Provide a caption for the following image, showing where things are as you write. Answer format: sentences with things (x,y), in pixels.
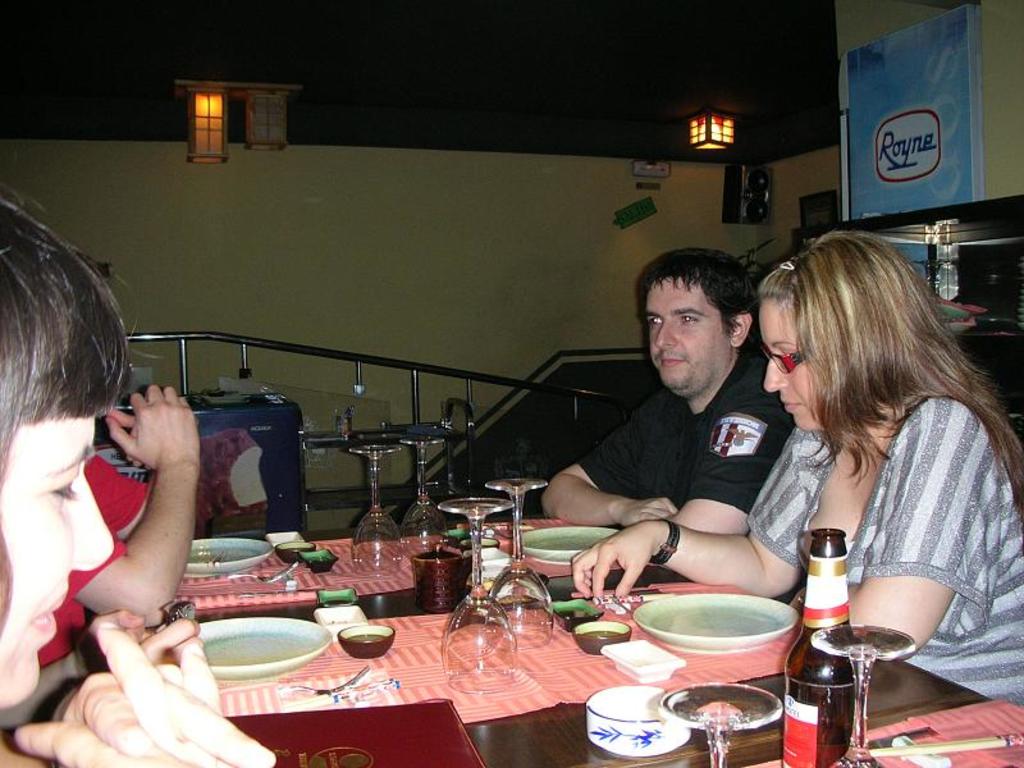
Four person (141,575) are sitting around a table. On the table (491,686) there are mat (433,632), glasses (520,623), plates (701,650), bowls (377,639), menu card (381,735) are there. In the background (307,331) there is a wall (448,230). There are lights (704,149) in the ceiling (689,152).
